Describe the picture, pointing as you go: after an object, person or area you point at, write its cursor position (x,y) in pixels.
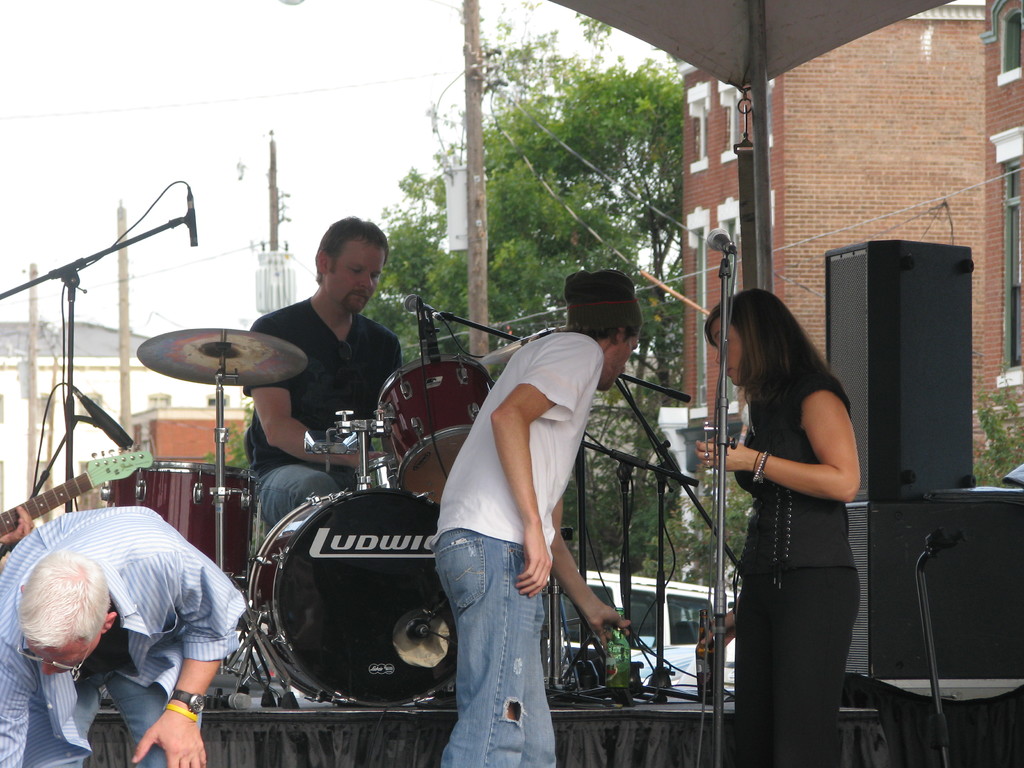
In this picture we can see four people (603,339), a man (467,518) is holding a bottle (620,678) in his hand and another man (350,264) is playing drums (442,373) in front of microphone (424,334), and we can see couple of speakers (873,456), buildings (856,150), poles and trees (516,189).
